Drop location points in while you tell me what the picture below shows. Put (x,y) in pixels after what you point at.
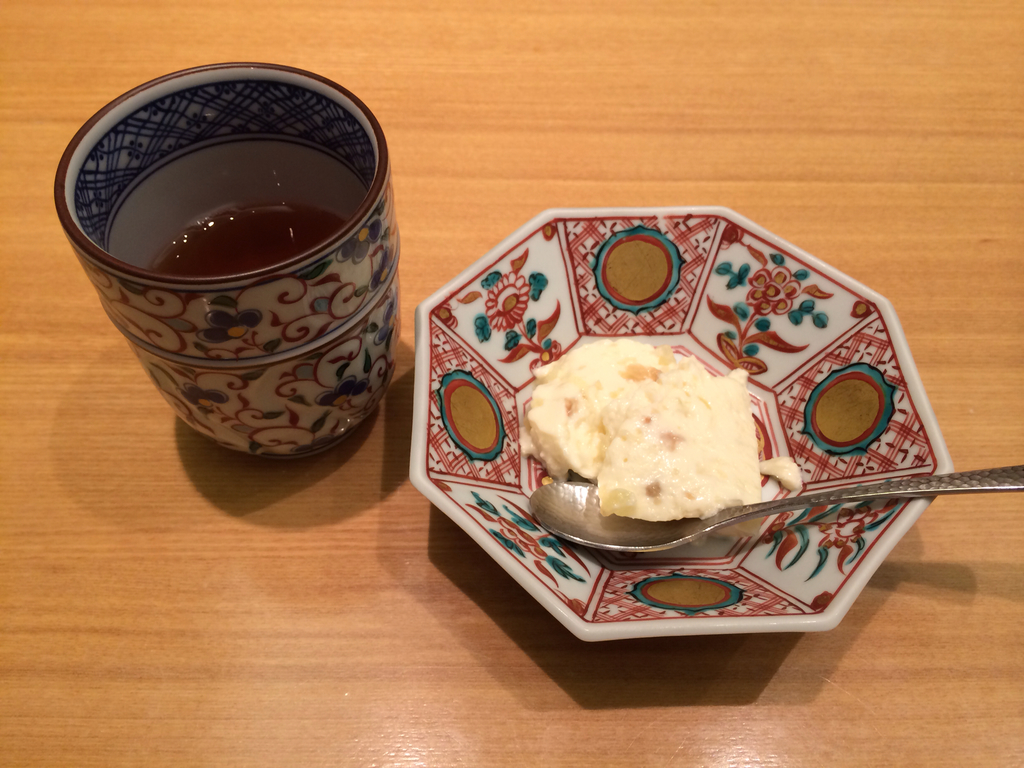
In this picture, we see a plate (452,462) containing the ice cream (679,406) and the spoon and a glass (271,289) containing the liquid (217,250) is placed on the wooden table (262,616).
